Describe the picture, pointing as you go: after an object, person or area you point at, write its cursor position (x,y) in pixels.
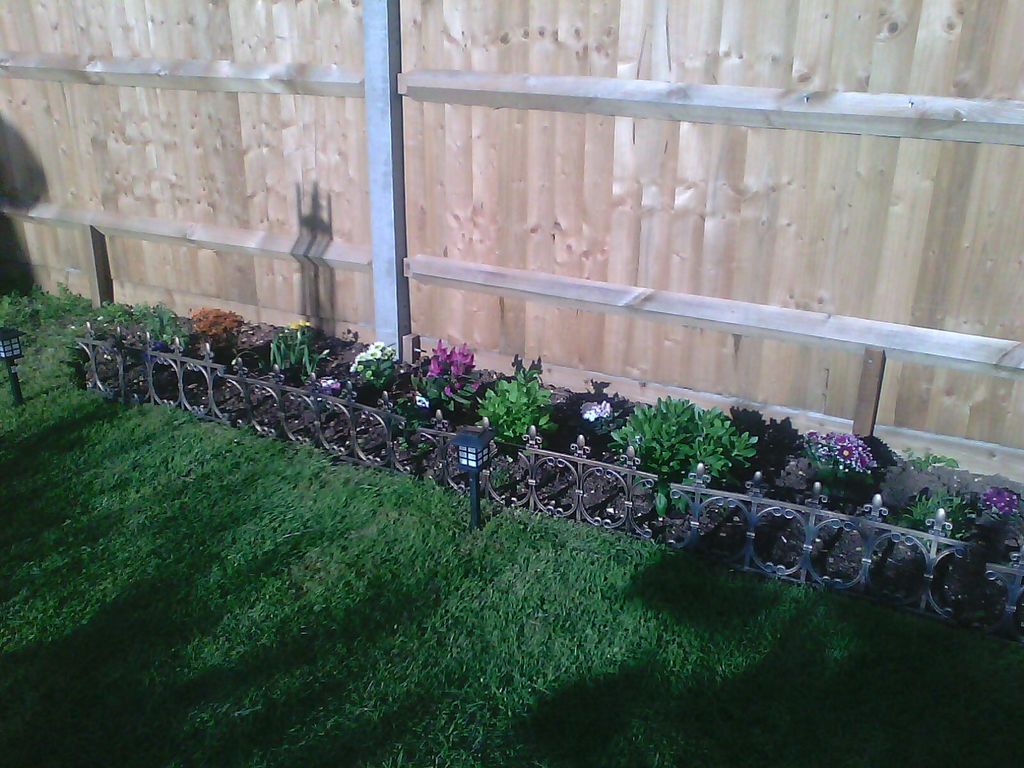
In the image on the ground (375,604) there is grass (437,525). And also there are poles (10,372). Behind the pole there is small fencing (529,466). Behind the fencing (328,408) there are small plants (417,370) with leaves (905,511) and flowers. In the background (234,160) there is a wooden wall (536,82).
